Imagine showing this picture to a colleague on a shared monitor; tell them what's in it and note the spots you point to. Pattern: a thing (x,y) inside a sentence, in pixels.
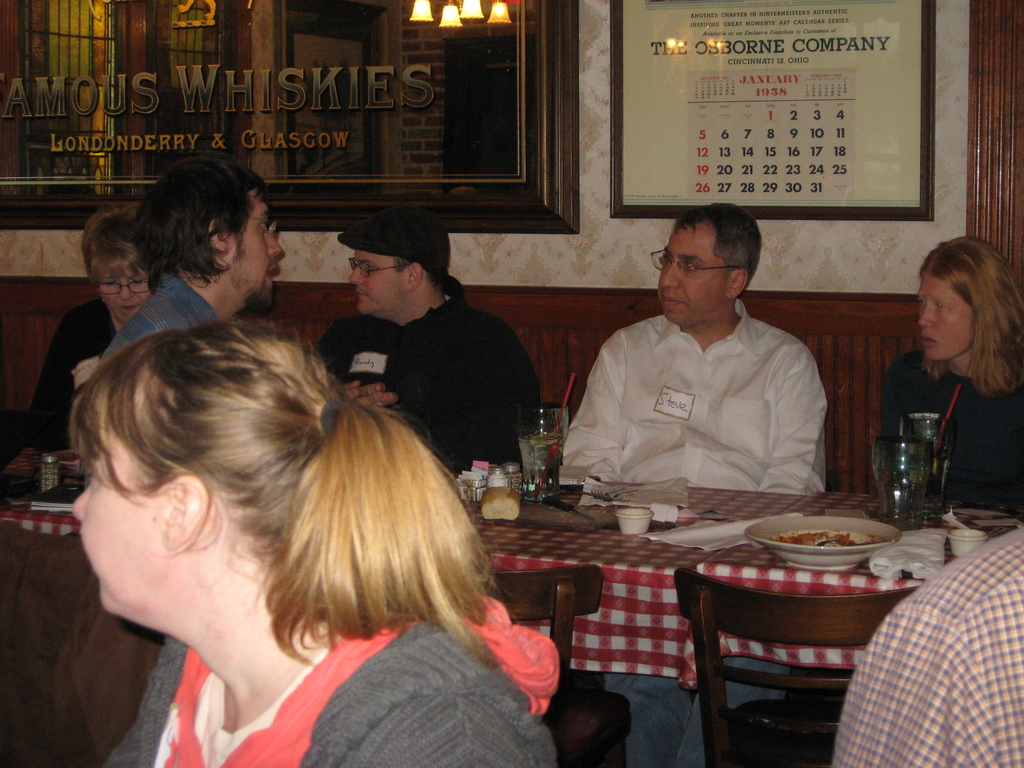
a person (324,697) is sitting wearing a pink and a grey t shirt (429,685). behind them there is a table (525,539) on which there is plate (829,556), glasses (900,515), napkin (677,535), bowl (842,557), food (841,541). people (780,372) are seated around the table (587,619) on the bench (831,382). the person (940,381) at the right (893,377) is wearing a black t shirt (981,417) left to him a person (745,360) is wearing white shirt (722,360). left to him a person (445,352) is wearing a black shirt (445,283) and a black cap (423,252). left to him a person (81,367) is wearing black shirt (99,318). in front of them a person (151,300) is standing wearing a blue shirt (174,314). behind them there is a wall (562,255) on which there are 2 frames (673,198). on the right photo frame (781,141) there is a calendar (847,97).
